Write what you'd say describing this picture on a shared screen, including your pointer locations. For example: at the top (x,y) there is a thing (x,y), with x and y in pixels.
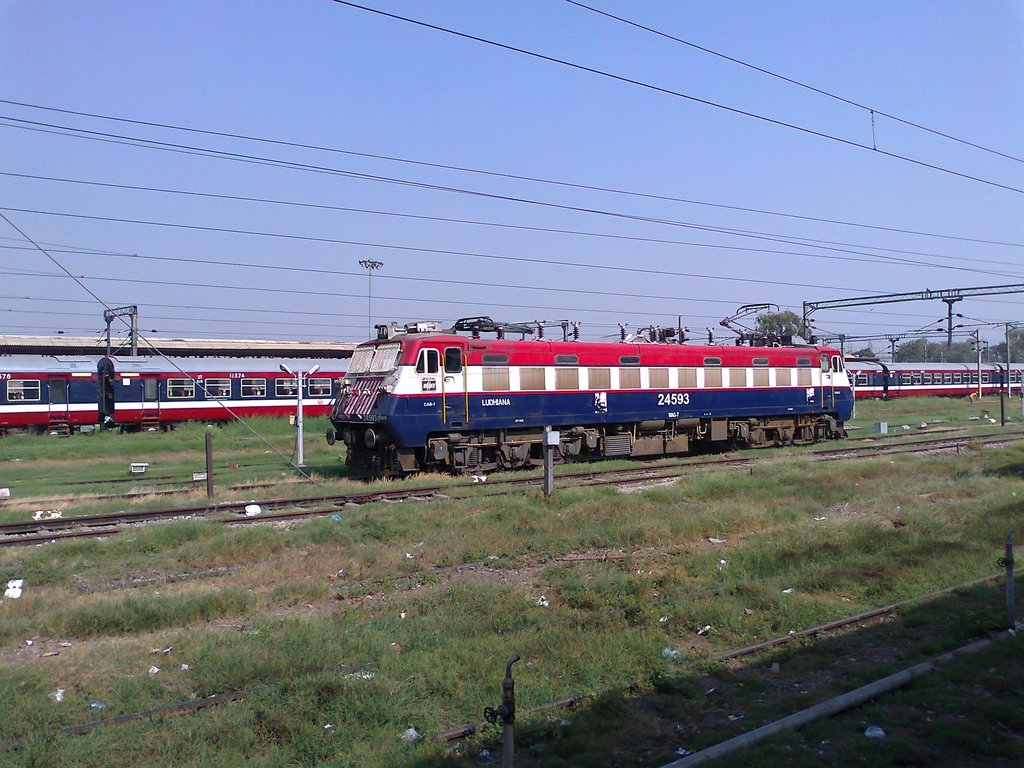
In the center of the image (478,341) there is a train engine (460,432) on the railway track (685,462). In the background of the image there is a train (962,364). There are wires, trees (780,316). At the top of the image (512,108) there is sky (369,114). At the bottom of the image (353,687) there is grass (368,712). There is a pipe (838,700).
